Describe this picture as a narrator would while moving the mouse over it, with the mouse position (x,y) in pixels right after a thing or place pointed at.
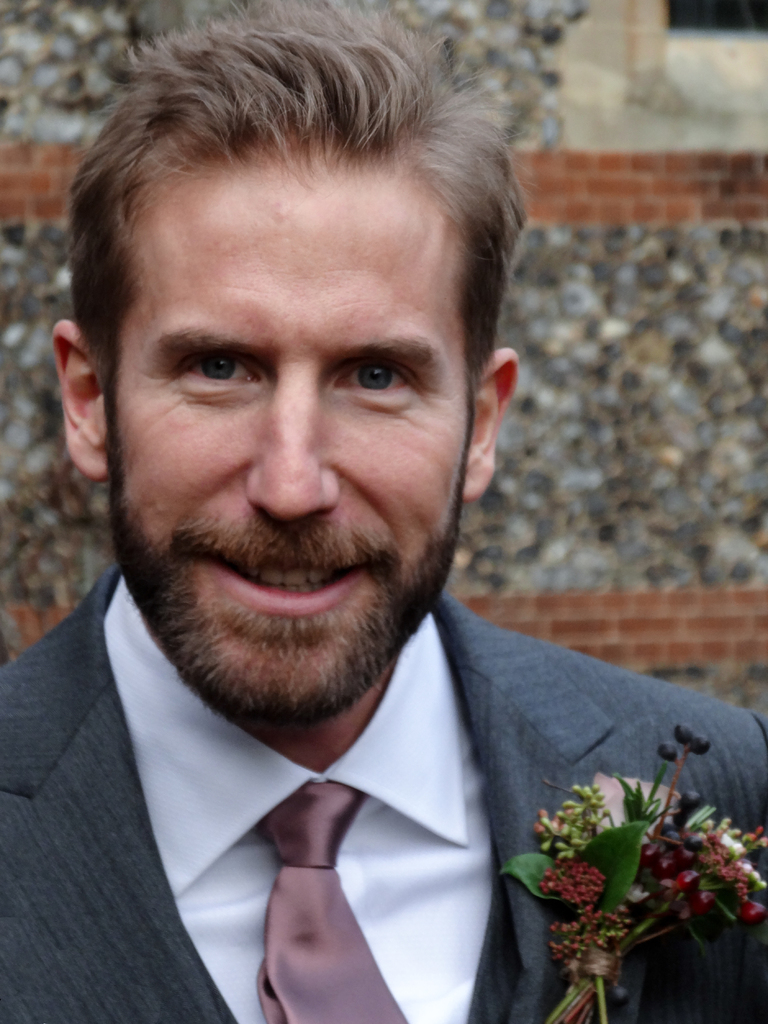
In this image we can see a person (4,760) with a suit (4,760) and he is smiling. In the background of the image (619,239) there is the wall (722,631).
